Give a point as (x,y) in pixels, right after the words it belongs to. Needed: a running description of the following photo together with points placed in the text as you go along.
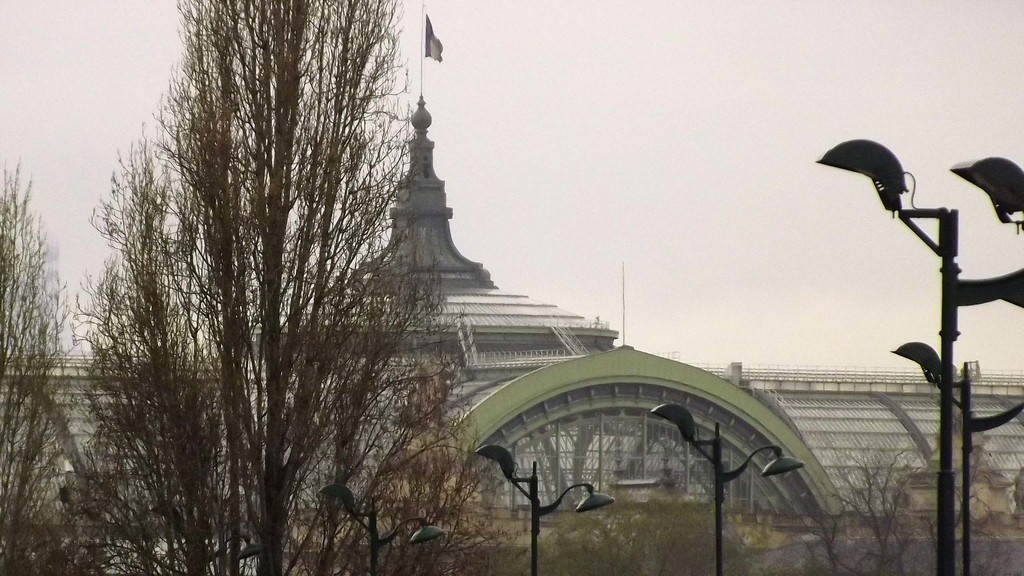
In this image there are trees (873,497), light poles (1009,412), in the background (478,275) there is an architecture (425,212) and the sky (496,137).
